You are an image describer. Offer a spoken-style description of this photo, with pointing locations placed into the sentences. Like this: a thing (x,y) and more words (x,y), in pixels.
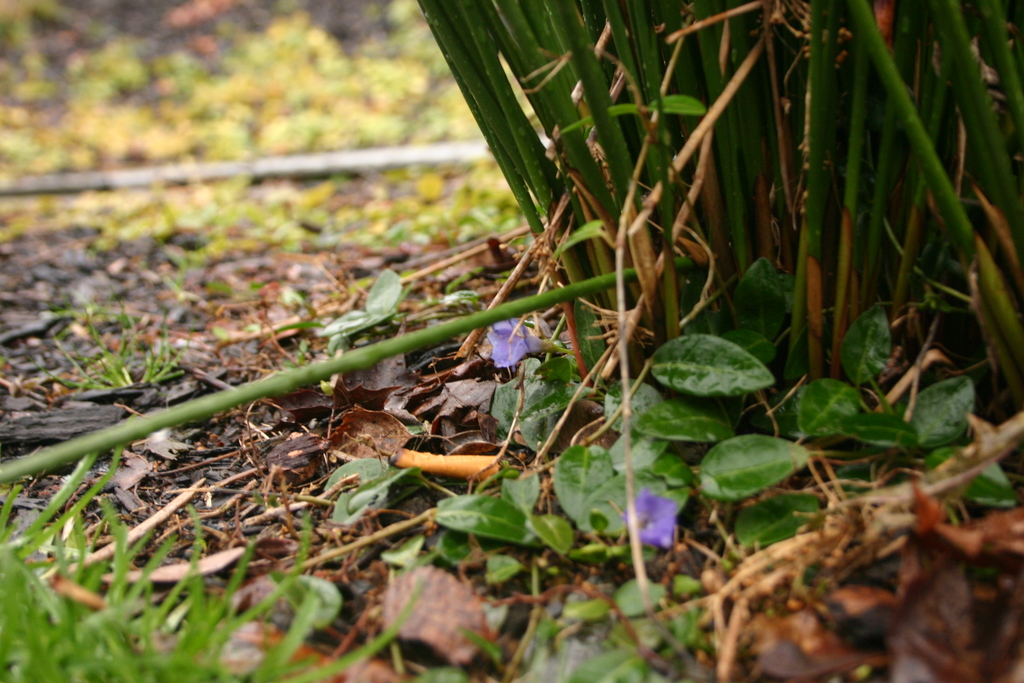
In this image we can see there is a grass (631,283) on the surface (157,281) and there are dry leaves (358,449), flowers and some wooden sticks (521,370).
